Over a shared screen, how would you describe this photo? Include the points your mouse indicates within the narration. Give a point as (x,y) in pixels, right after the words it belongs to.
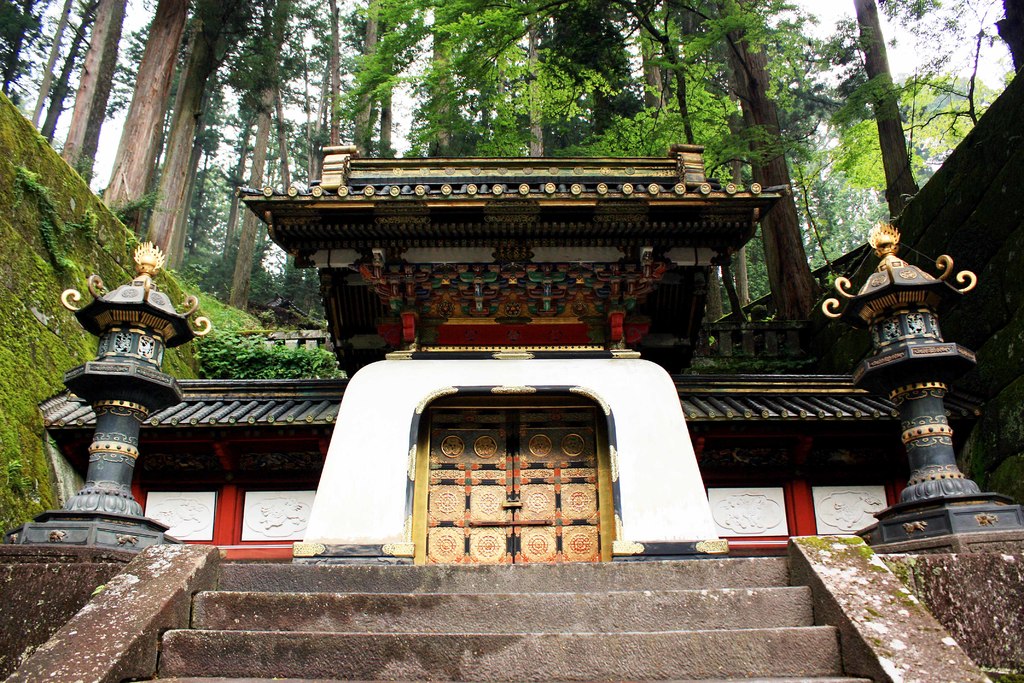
Here I can see a construction (313,428) which seems to be a temple (801,532). At the bottom (402,621) there are stairs (696,593). On the right (900,305) and left side of the image (155,398) there are two pillars (102,335). In the background (355,72) there are many trees (861,112).
